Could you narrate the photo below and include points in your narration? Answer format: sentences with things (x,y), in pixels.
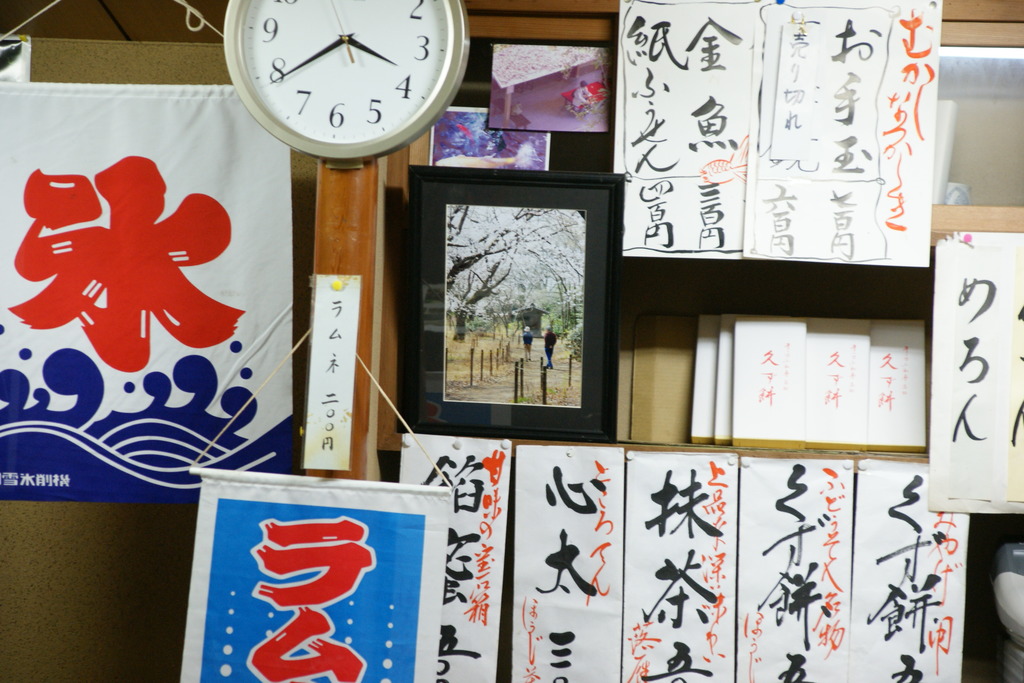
In the image there are photo frames (572,275), watch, scriptures (839,107), boxes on the wall (98,68) and on the shelves (597,156).
